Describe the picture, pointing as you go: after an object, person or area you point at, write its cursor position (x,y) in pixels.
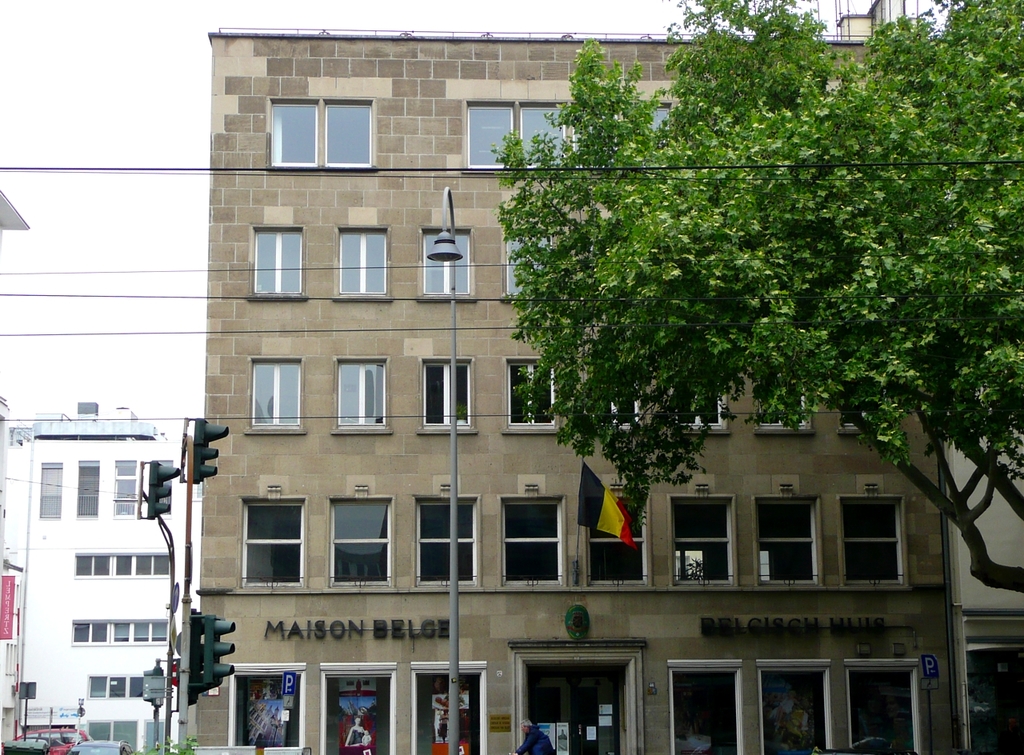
In this image we can see a building (525,361), glass windows (336,573), boards (274,699), traffic lights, street light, flag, tree (586,120), cables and other objects (7,616). On the left side of the image (77,568) there are buildings (73,514), vehicles (49,754) and other objects (139,496). In the background of the image (94,232) there is the sky (95,86).
